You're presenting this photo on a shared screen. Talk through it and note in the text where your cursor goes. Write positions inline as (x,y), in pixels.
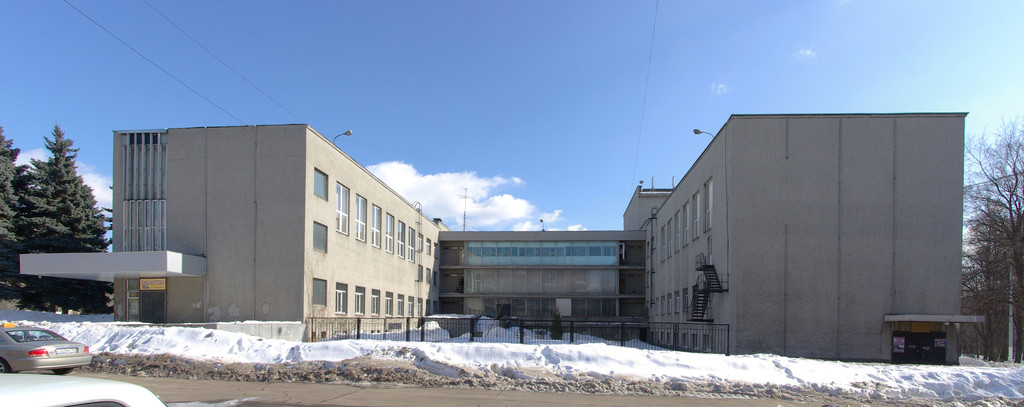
In this picture there is a building (845,217). In the foreground (709,342) there is a railing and there is a stair case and there posters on the doors (149,307) and there are vehicles (15,348) on the road (435,393) and there are trees (102,219) and there are lights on the building (668,204). At the top (497,79) there is sky (574,48) and there are clouds (451,195) and wires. At the bottom (435,402) there is a road (758,406) and there might be snow (584,349).
